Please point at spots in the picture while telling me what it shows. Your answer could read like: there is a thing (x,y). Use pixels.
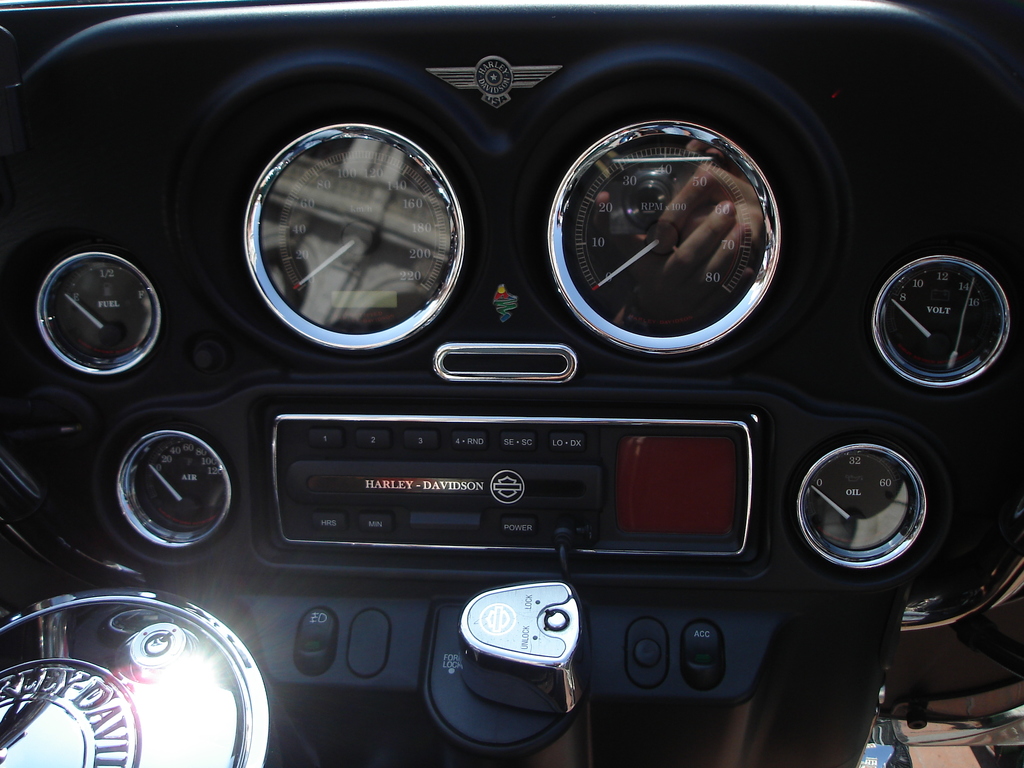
In this image we can see a bike front part (429,365), there is a speedometer (308,229), fuel meter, air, and oil meters (803,486), also we can see some buttons (506,517).
